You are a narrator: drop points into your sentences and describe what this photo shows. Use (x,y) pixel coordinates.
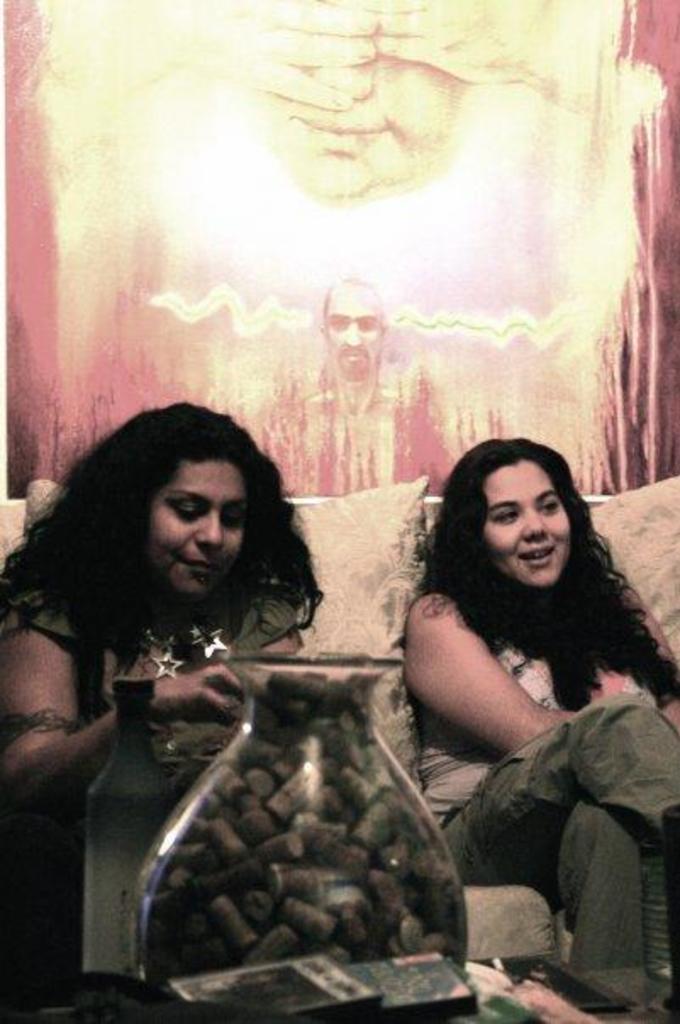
In this image I can see in the middle (251,660) there is a glass jar (294,814). On the left side (176,664) a woman (176,664) is sitting on the sofa (673,586), on the right side (584,549) there is another woman (487,673) smiling, behind them there is the painting (388,172) of a man (338,392).
